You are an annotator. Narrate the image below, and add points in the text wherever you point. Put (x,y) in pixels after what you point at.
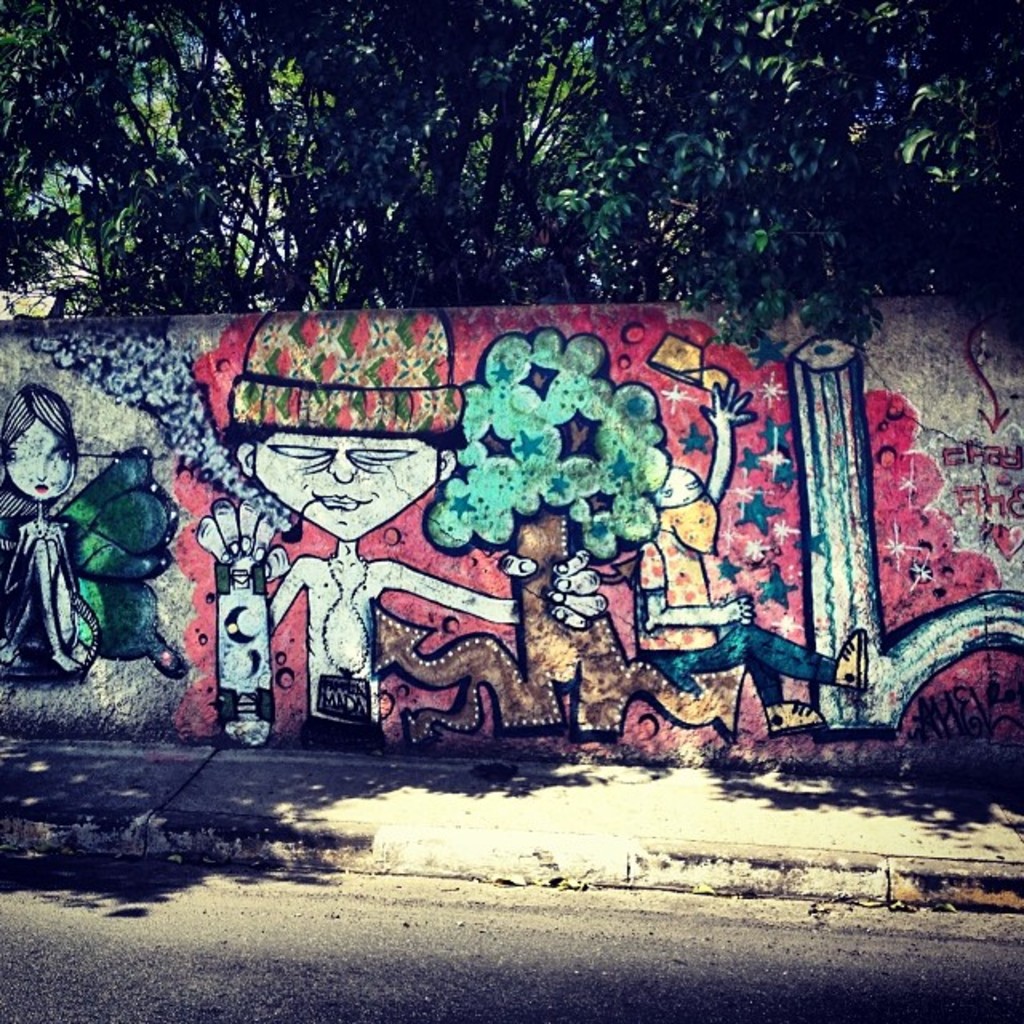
In this picture I can see a road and a wall (638,559). On the wall (584,523) I can see paintings (529,575) of people (330,482) and trees (541,418). In the background (551,281) I can see trees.
